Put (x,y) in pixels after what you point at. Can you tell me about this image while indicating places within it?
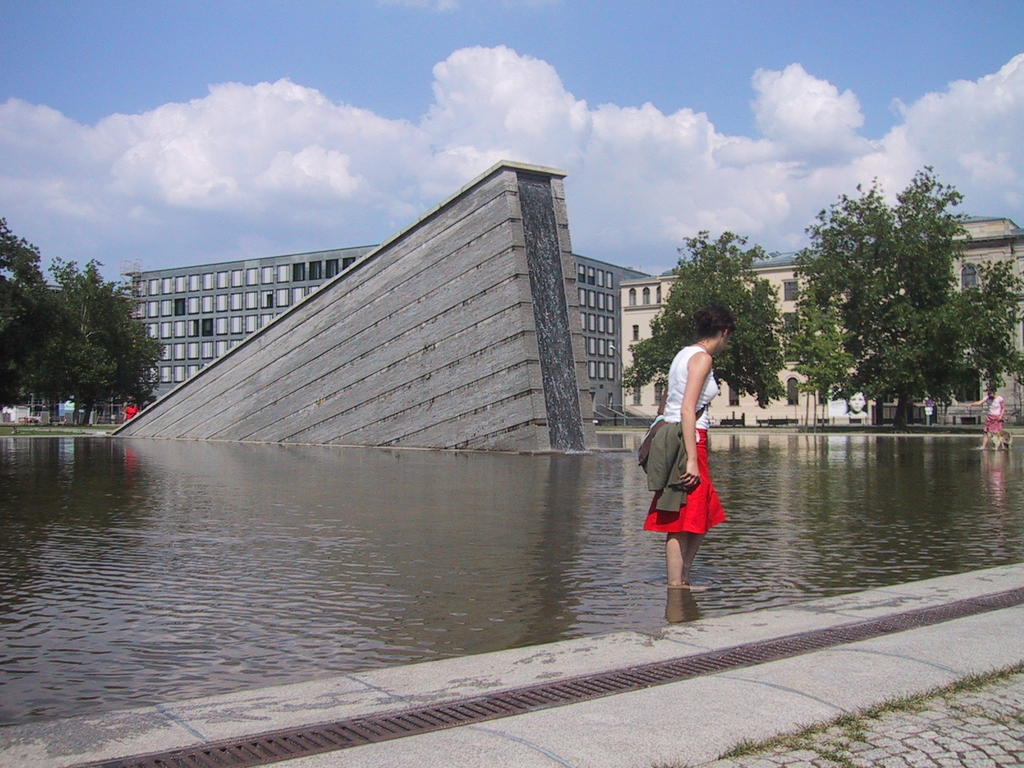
In this image there is a person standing in water (732,553), and in the background (490,116) there are group of people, dog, waterfall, buildings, benches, trees (60,300), sky (200,231).
